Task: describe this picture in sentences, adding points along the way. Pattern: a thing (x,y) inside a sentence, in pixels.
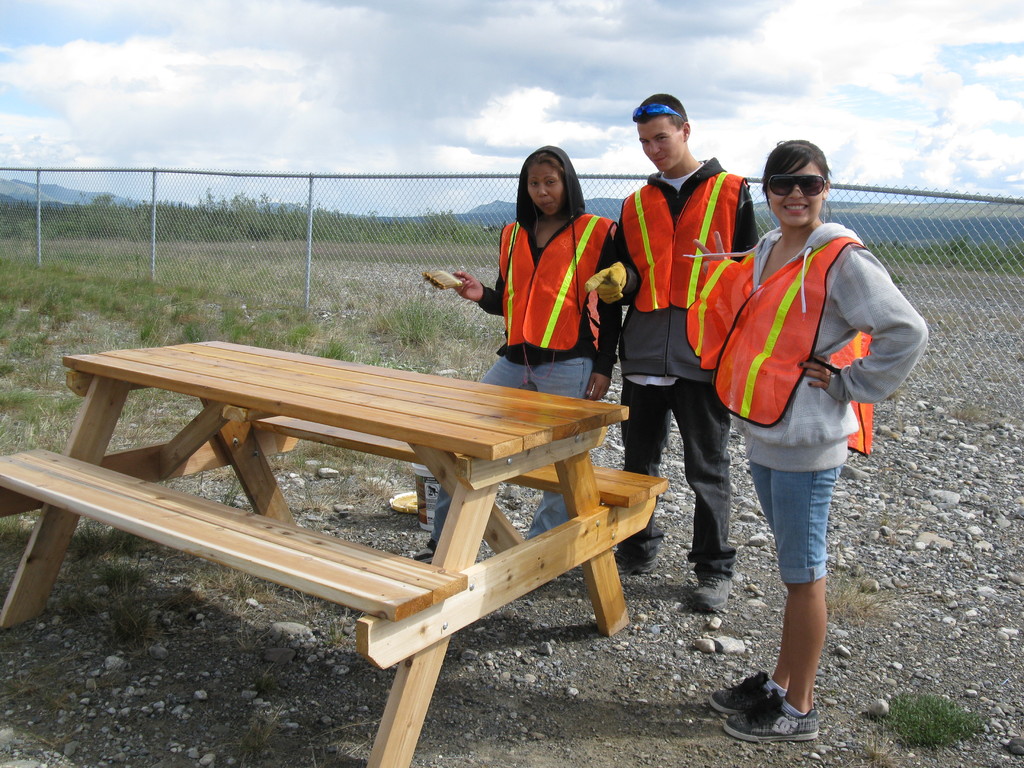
In this image we have a group of people (694,336) who are standing and wearing a jacket (652,307). There are two women (777,316) and a man (669,334). Behind these people (520,278) we have a fence (349,232) and beside the people (675,265) we have a bench of wooden (460,577), On the top right of the image (694,59) we have blue sky (266,72).
